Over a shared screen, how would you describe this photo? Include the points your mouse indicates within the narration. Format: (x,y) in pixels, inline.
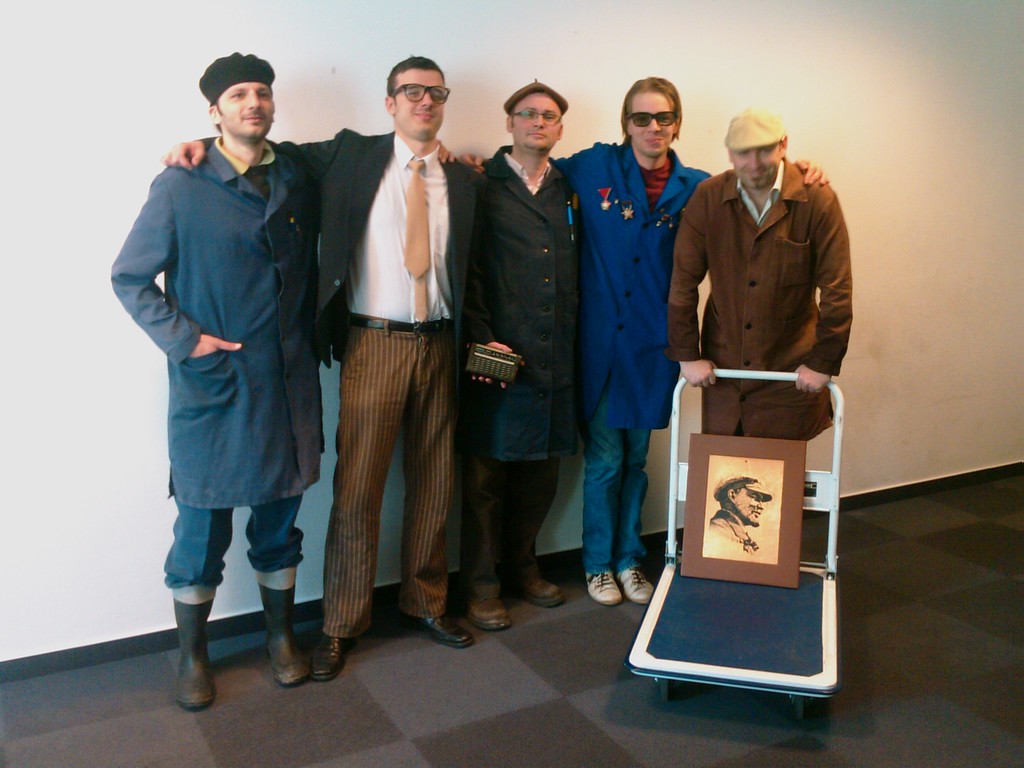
In the middle of the image (551,425) few people (761,309) are standing and smiling. Behind them there is a wall (851,126). Bottom right side of the image (831,578) a person (834,336) is holding a cart (712,667), on the cart (766,667) there is a frame (710,446).
